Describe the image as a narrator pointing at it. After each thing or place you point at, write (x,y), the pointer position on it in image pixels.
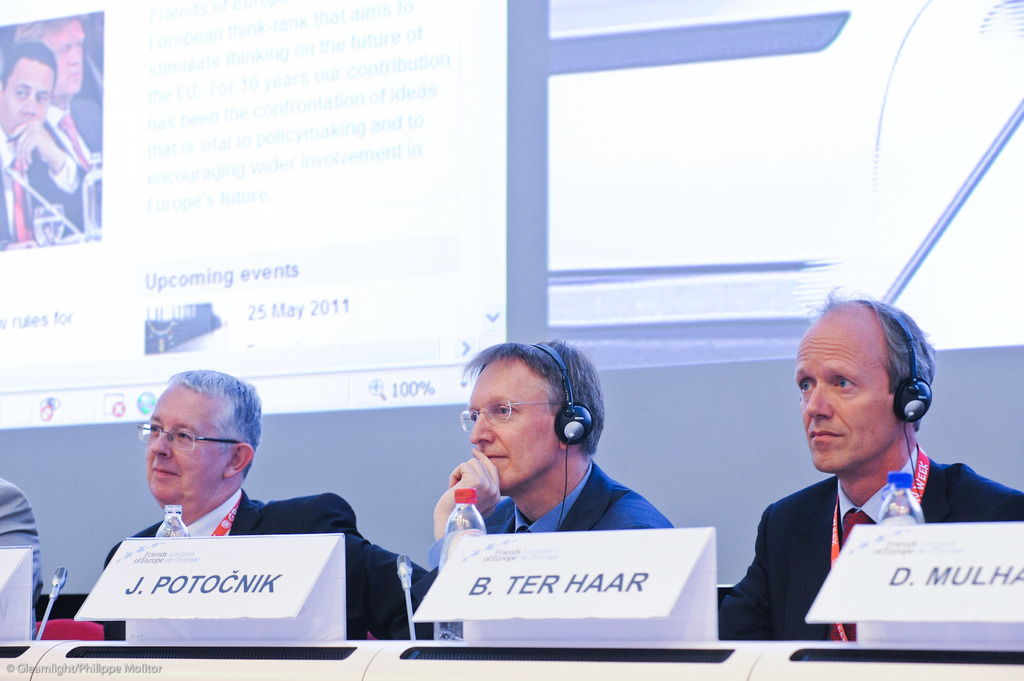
In this image we can see group of people (605,492) are sitting, they are wearing the headphones (576,440), in front (665,554) there is a table (694,668), and there are microphones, name plates (128,591), water bottle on it, at the back (267,365) there is a screen (311,167) and something written on it.
